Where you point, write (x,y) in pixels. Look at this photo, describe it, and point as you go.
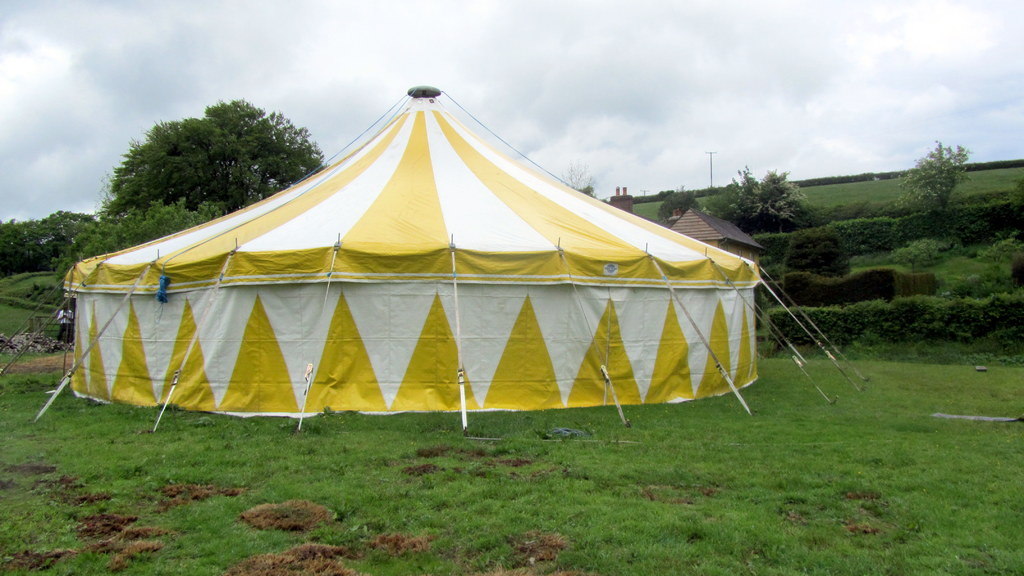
In this image we can see a tent (471,275), there are some trees (158,219), stones (41,339), poles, grass (25,373), plants (684,205) and a house (678,220), also we can see a person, in the background (691,87) we can see the sky (144,83) with clouds (162,38).
